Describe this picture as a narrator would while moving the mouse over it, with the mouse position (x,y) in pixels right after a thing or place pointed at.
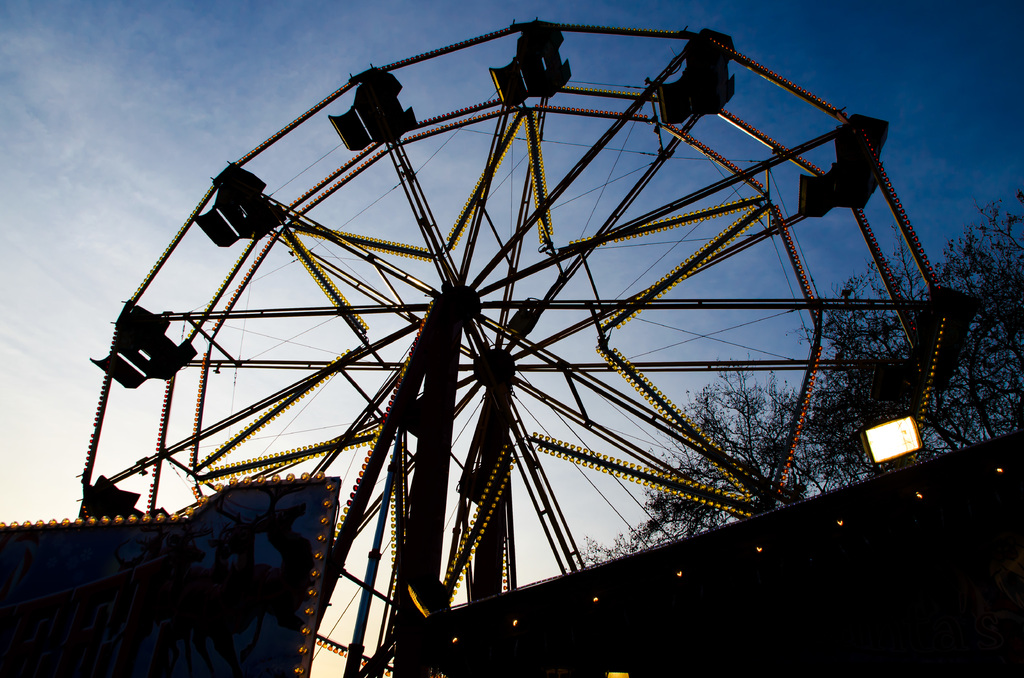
In the image there is a giant wheel (491,489) and behind that there is a tree (778,432).
